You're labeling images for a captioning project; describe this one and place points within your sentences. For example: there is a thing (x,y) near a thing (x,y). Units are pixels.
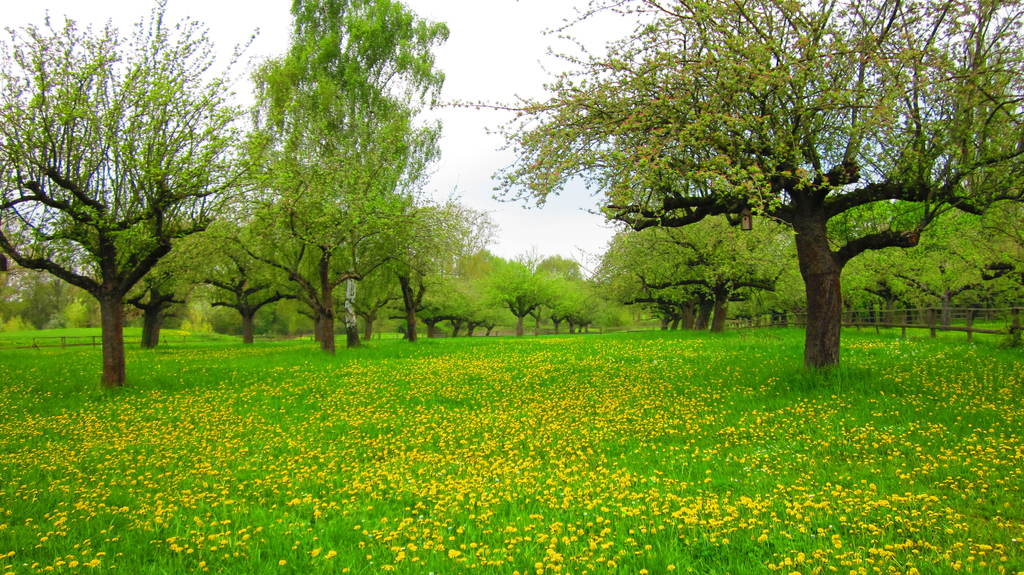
In this image I can see the plants (633,403) and many trees (652,274). I can see the yellow color flowers (461,470) to the plants (514,456). In the background (482,181) I can see the sky (465,116).
